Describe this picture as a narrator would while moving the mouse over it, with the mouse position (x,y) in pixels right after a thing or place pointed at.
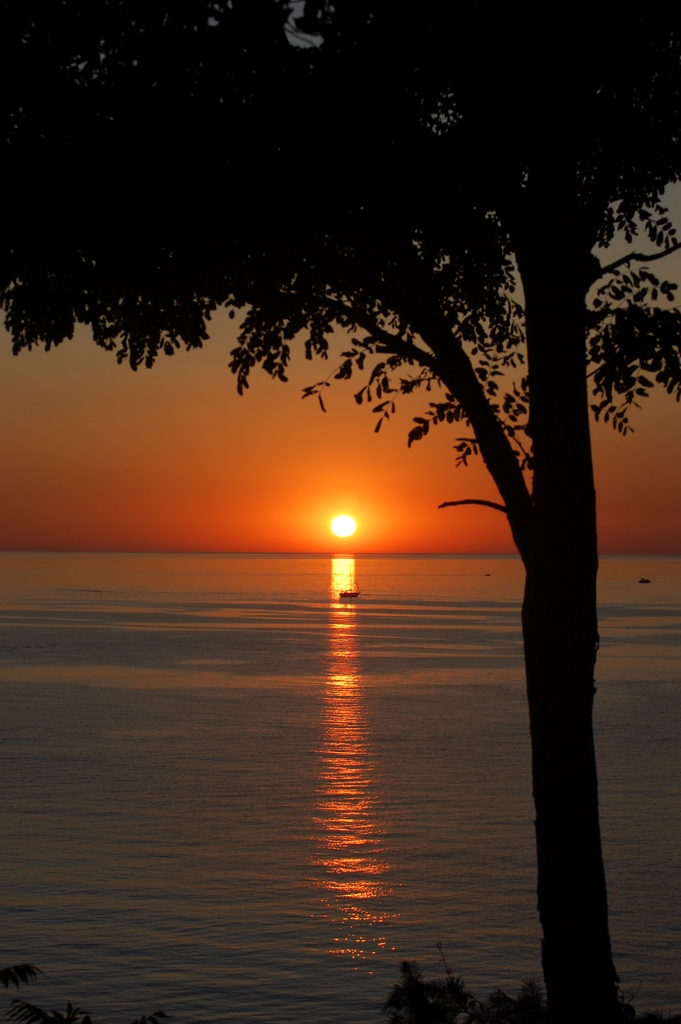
In this picture there is a tree (483,350) and there are plants (482,1023) in the foreground (37,41). At the back (261,396) there is sky (217,325) and there is sun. At the bottom (354,704) there is a boat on the water (220,656).
